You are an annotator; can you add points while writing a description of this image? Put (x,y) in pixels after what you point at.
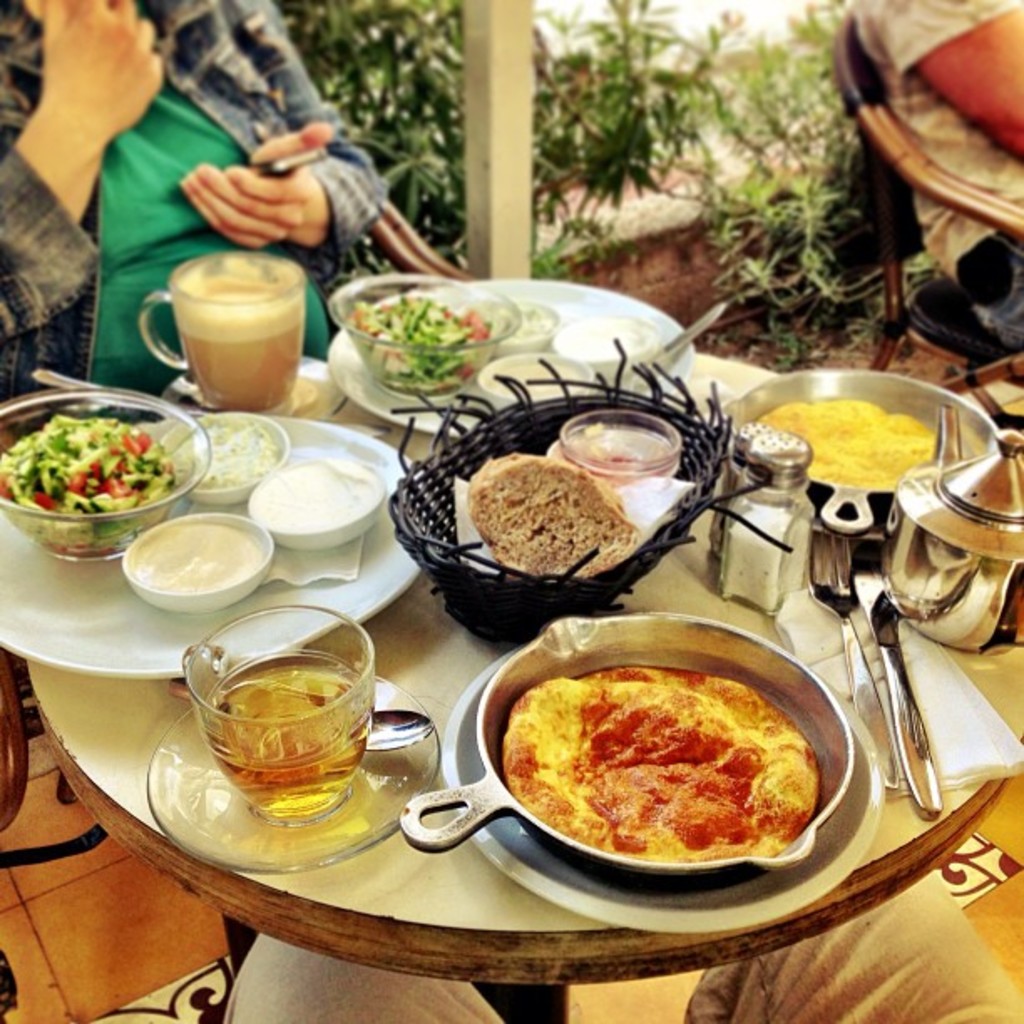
This image consists of a table (388,868) on which there are plates (78,589) and bowls (71,546) along with cup (279,804) and saucer (350,822). To the left (50,271), there is a person (214,174) sitting. At the bottom (102,906), there is a floor (41,884). In the background (676,110), there are plants (696,126).
